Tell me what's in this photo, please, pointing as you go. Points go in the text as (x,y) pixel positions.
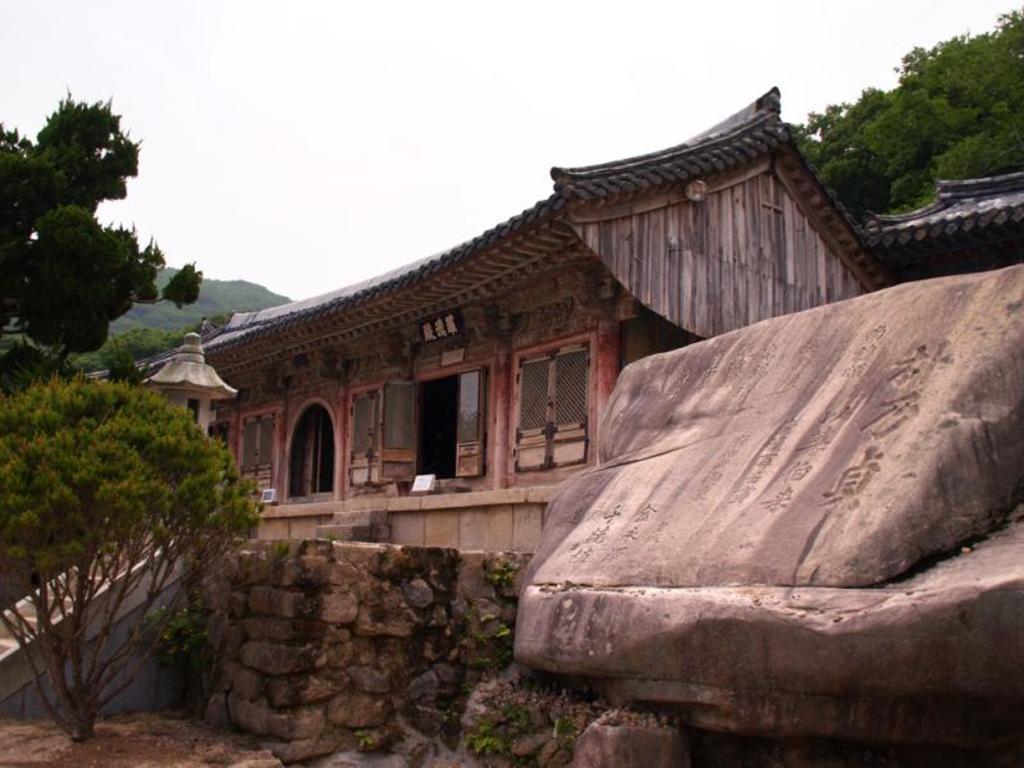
In this image at front (686,460) there is a stone (755,449). Beside the stone (633,422) there is a house (357,371) and at back (955,88) side of the image there are trees (917,123).
